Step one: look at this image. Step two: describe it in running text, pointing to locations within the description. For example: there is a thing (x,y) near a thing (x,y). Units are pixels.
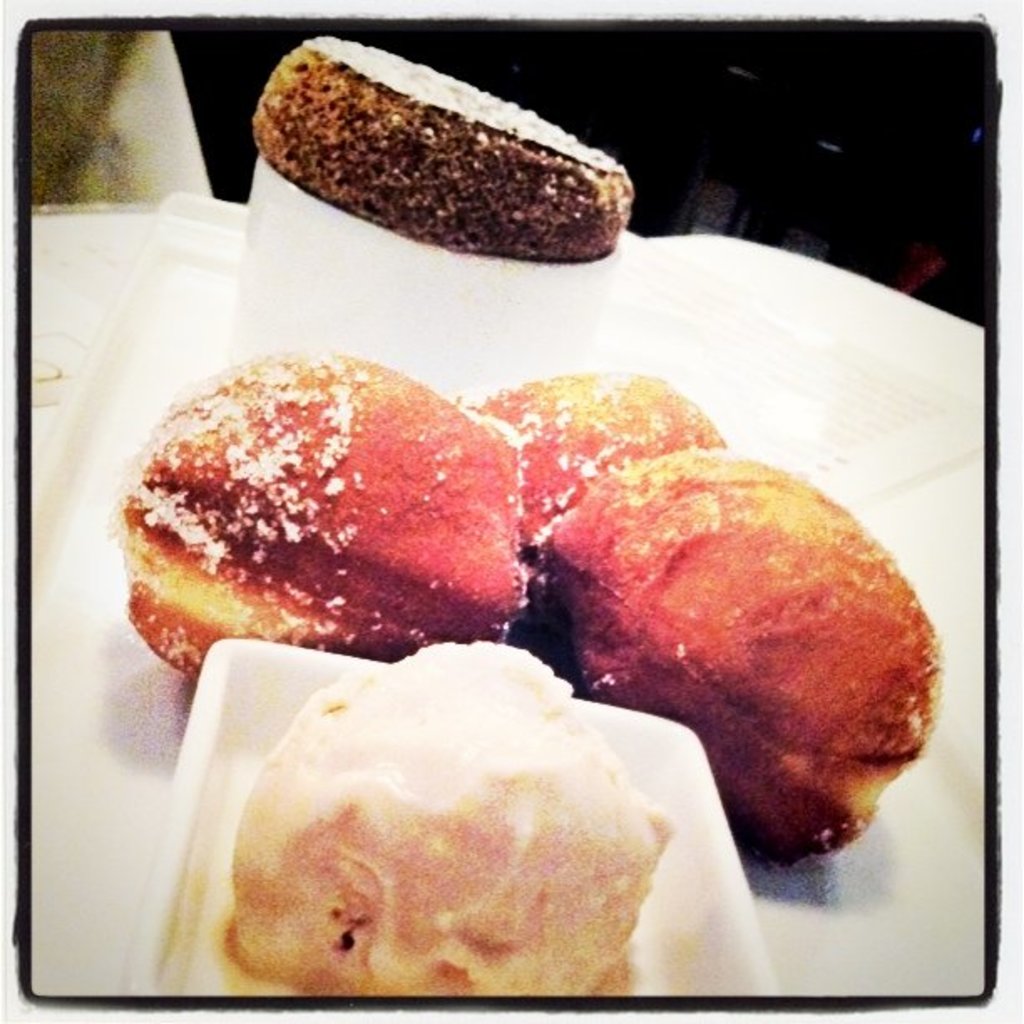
In this picture there is food (499,561) on the plates (927,792). At the bottom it looks like a table (798,346). At the back (36,108) there might be a chair (637,163).
